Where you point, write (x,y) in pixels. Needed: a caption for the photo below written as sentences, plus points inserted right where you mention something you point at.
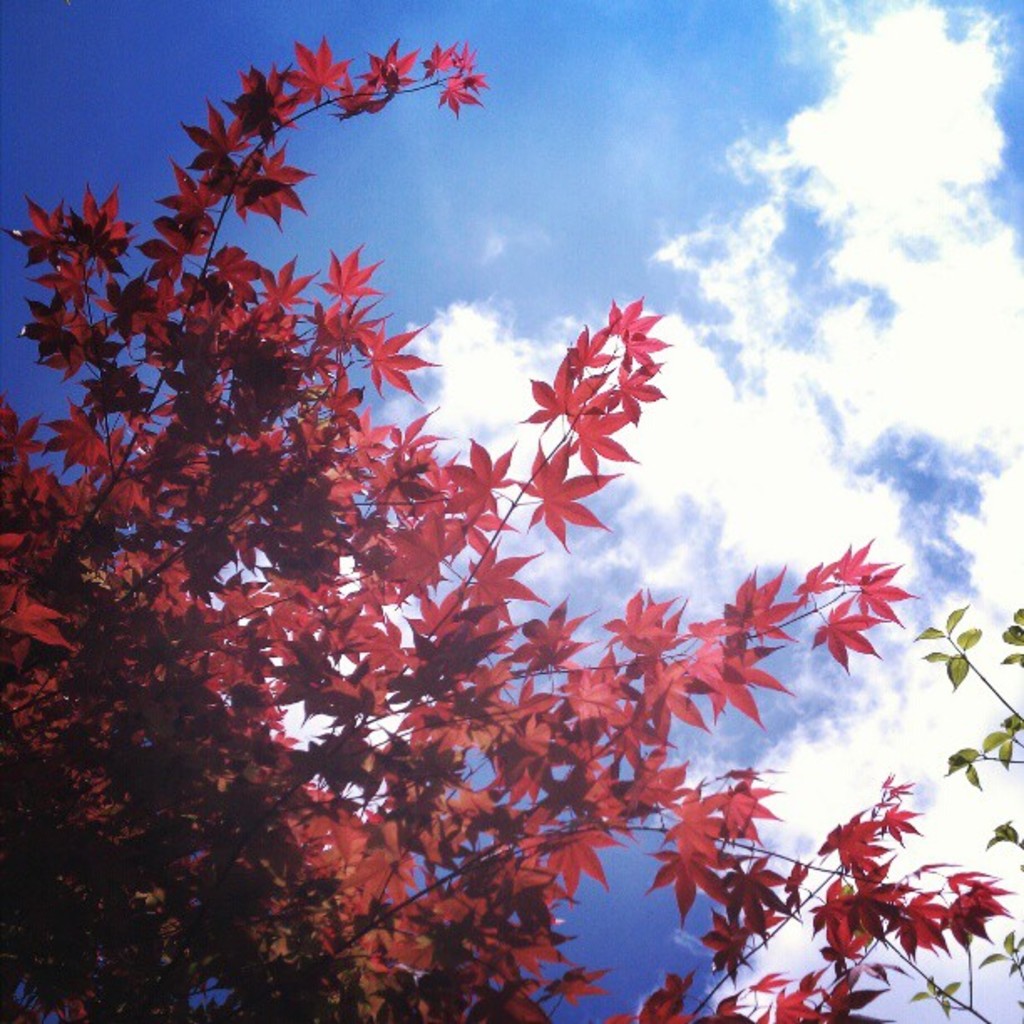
In this image I see the red leaves (435,645) and green leaves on the stems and I see the sky (944,532) which is white and blue in color.
